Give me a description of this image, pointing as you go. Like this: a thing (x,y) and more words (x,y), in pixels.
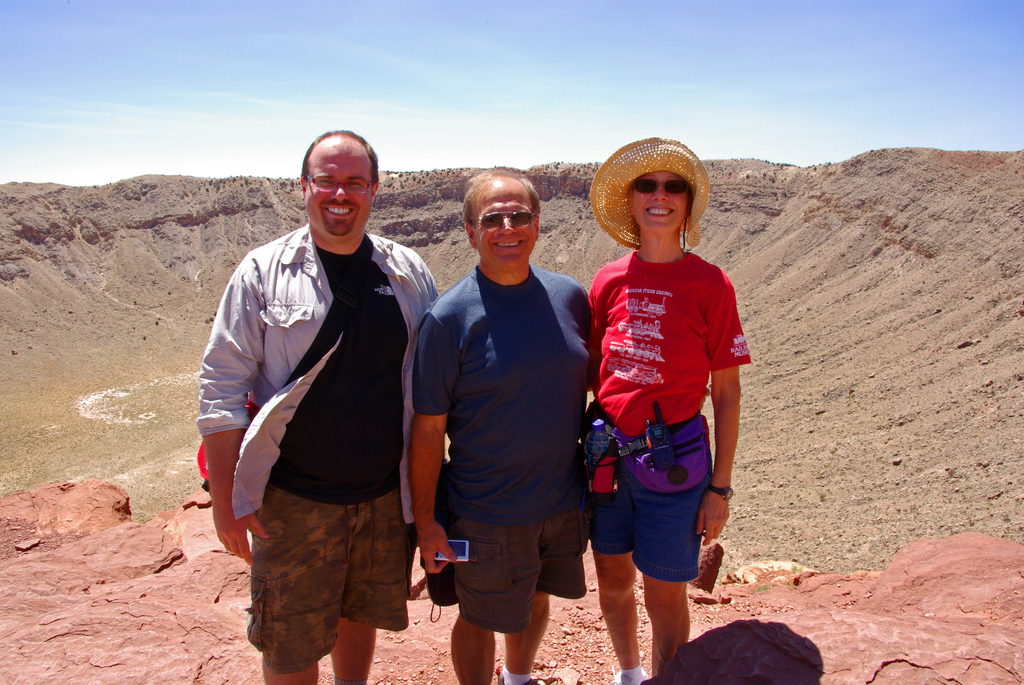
In this image at the center (597,406) there are three persons (482,393) standing on the rock (177,659) with the smile on their faces (677,178). In the background (838,280) there is sand (823,188) and sky (671,81).
